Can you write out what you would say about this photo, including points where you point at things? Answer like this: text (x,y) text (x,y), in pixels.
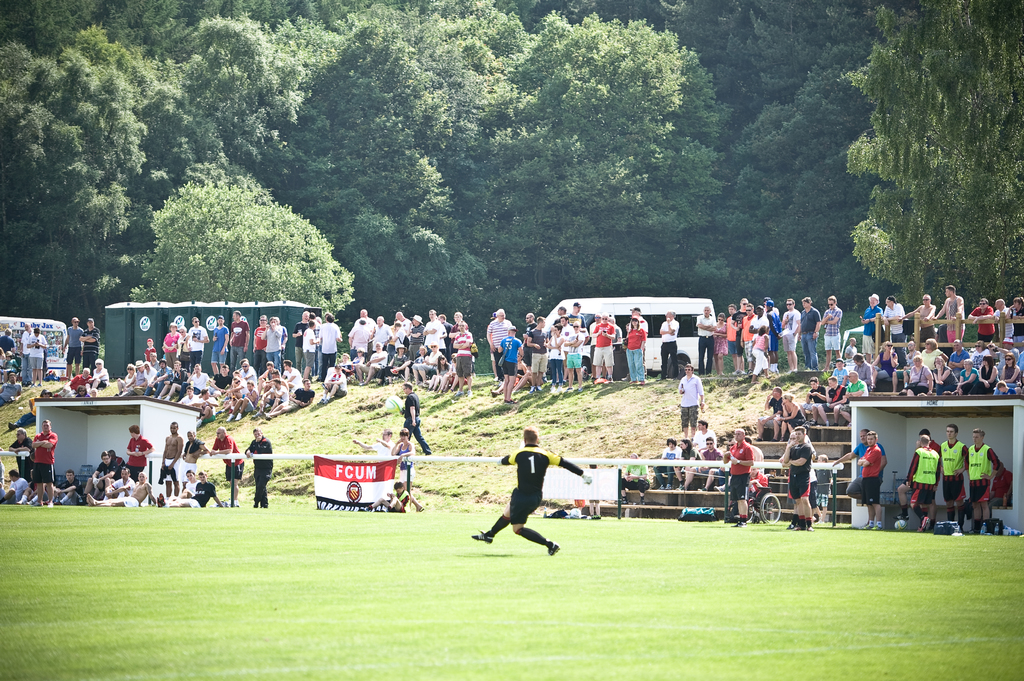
In this picture I can see a person (523,535) running on the grass (493,563), around few people (253,449) are standing and watching and also there are some vehicles (625,329) and trees (329,130).
